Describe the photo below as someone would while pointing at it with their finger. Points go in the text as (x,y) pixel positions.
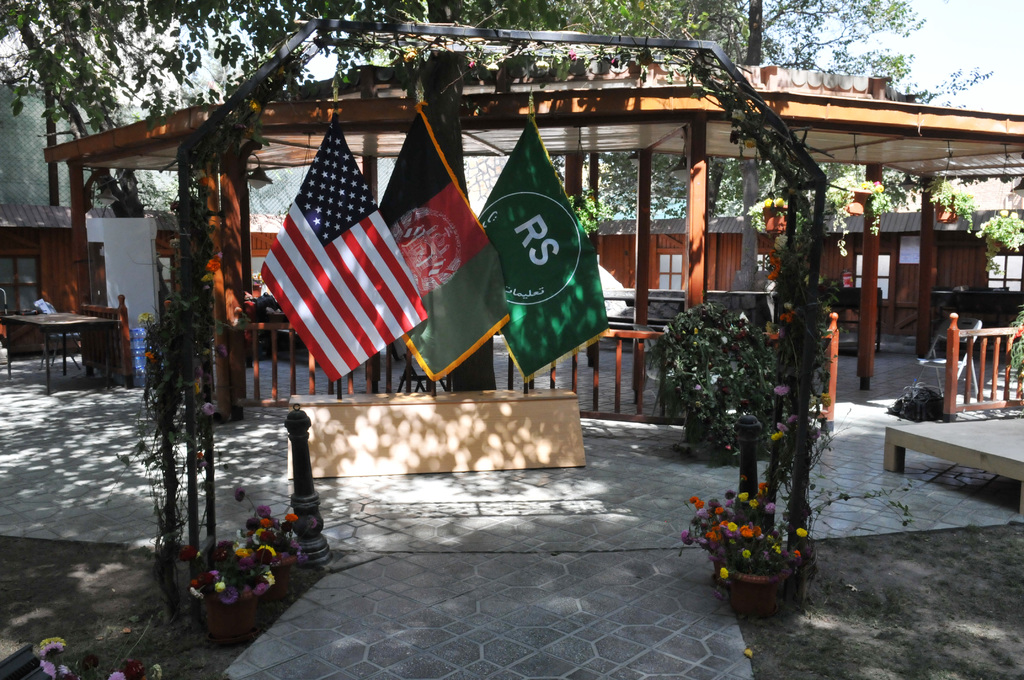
In this picture there are three flags (467,265) attached to a pole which are placed on a wooden object (415,394) and there is a wooden fence (518,373) behind it and there is a roof (604,120) above it and there are trees (550,6) and a fence (16,153) in the background (82,90).
